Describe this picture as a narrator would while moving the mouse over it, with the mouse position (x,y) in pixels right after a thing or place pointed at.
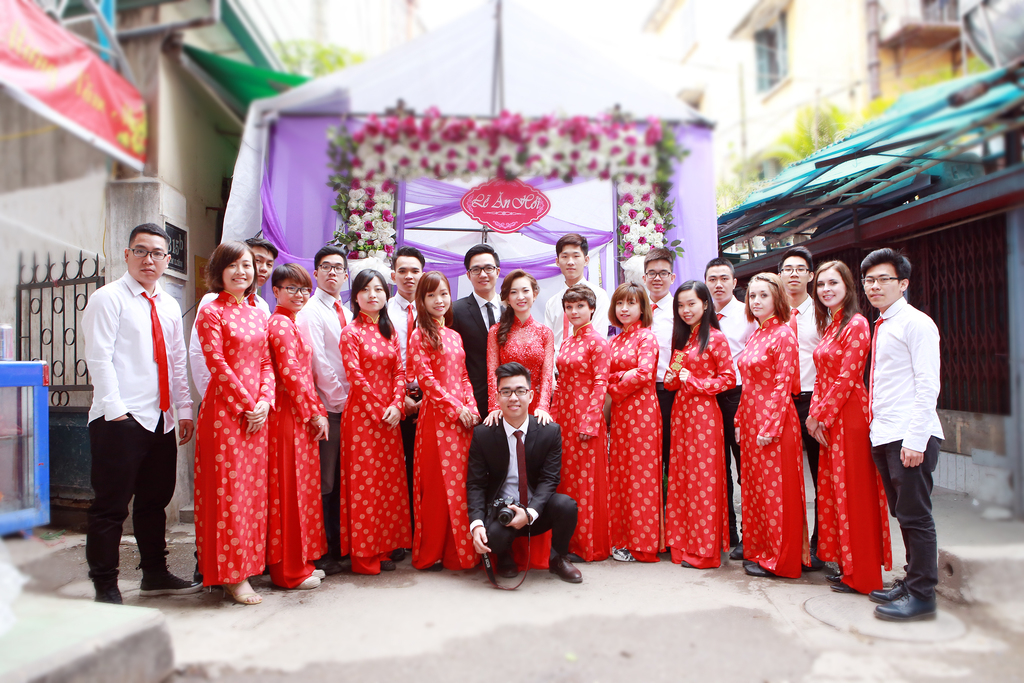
In this picture there is a man (513,476) who is wearing suit (483,438), spectacle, trouser (495,538) and shoe (556,557). He is holding a camera (495,513), beside him we can see many girls (577,406) wearing red dress (656,443). Here we can see boys (111,317) who are wearing white shirt (889,434) and shoe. In the back (379,185) we can see decoration (639,179) with flowers (382,155) and leaves (343,158). Here we can see a board (491,205). On the right (954,320) there is a gate (950,269). On the left (137,68) we can see building (69,150). Here we can see tent (466,103).
